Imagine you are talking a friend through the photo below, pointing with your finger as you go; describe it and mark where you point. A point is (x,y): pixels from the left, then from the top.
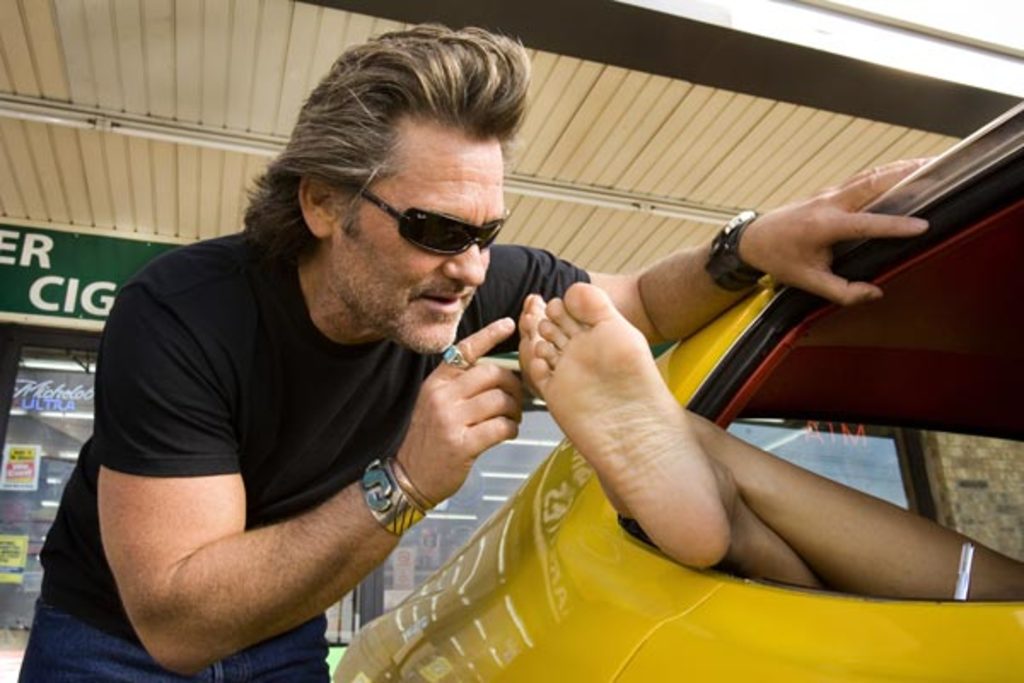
On the left side (251,332), there is a person (239,308) in a black color t-shirt (182,324), wearing sunglasses (485,234), placing a hand (902,179) on the yellow color vehicle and keeping a finger (497,322) of the other hand (497,322) near a foot (568,292) of the person (721,492) who is in the yellow color vehicle (555,589). In the background (846,108), there is a roof (840,171) and there is a hoarding (64,236) attached to the wall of a building (837,434), which is having glass windows (47,420), on which there are posters (30,461) pasted.
